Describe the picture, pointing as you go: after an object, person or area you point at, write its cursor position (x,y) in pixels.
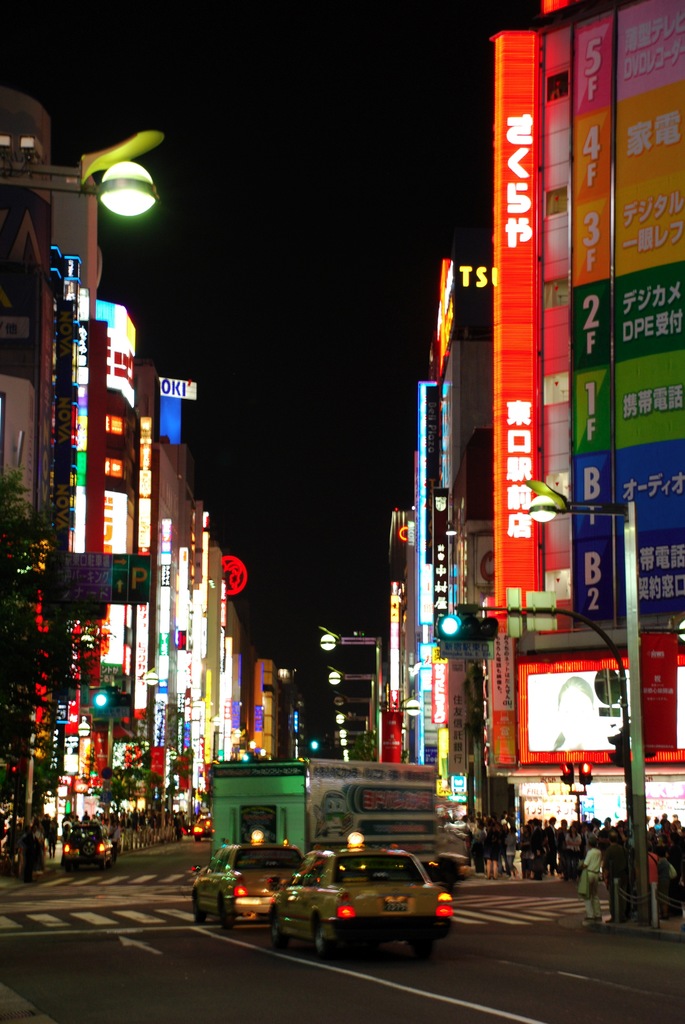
In this image we can see a few people (476,833), there are vehicles (430,888) on the road (128,934), there are buildings (487,506), lights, there are boards (608,202) with text (515,486) on them, and the background (275,278) is dark.
